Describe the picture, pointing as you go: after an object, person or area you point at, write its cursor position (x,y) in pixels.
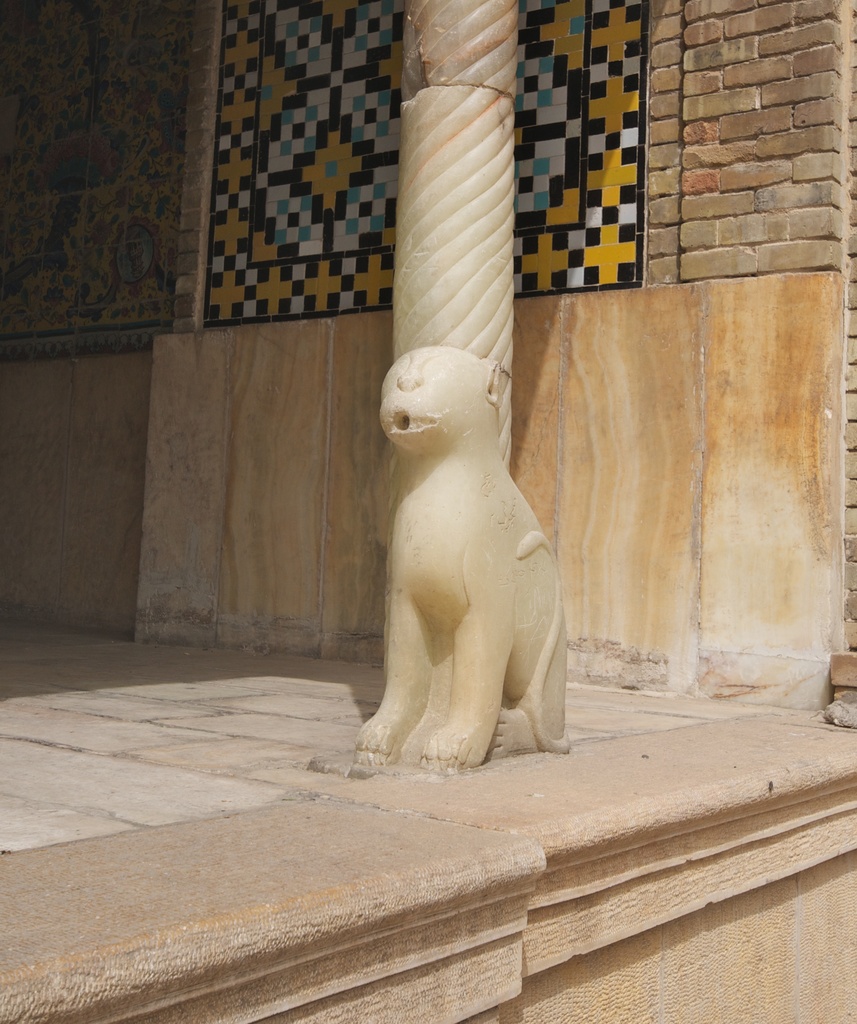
In this image in the front (453,641) there is a sculpture (461,553) and there is a pillar (435,209). On the wall (181,234) there are paintings (136,230) in the background (209,257).
